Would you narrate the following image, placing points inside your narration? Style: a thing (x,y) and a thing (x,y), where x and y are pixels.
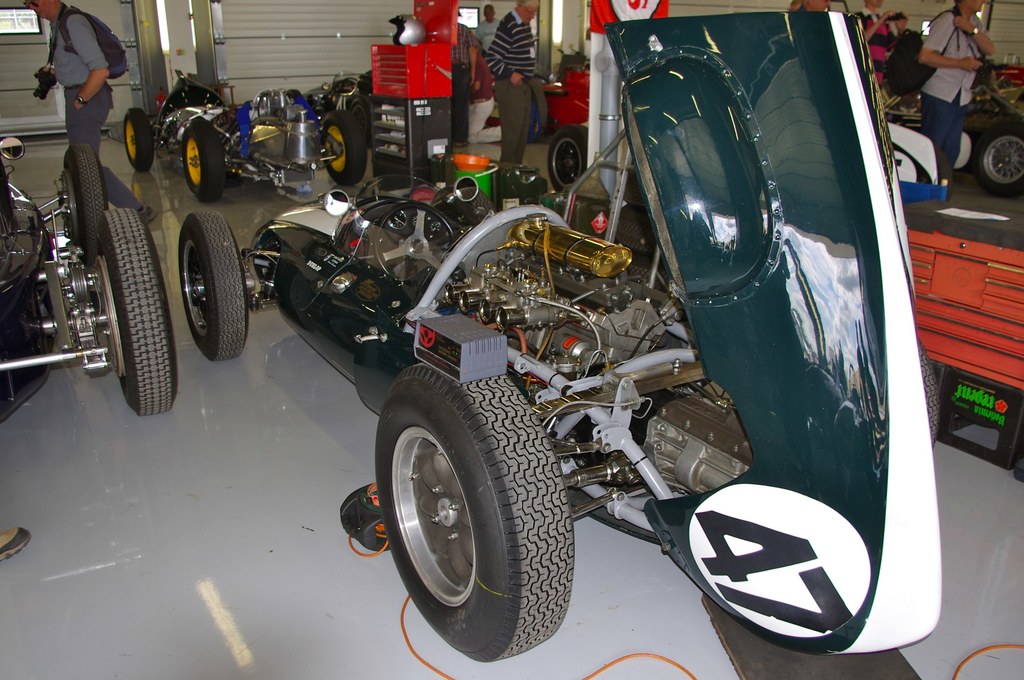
In this image I can see few vehicles (718,379) and I can see few people (525,42) standing. In front the person (90,63) is wearing gray color shirt (68,62) and holding the camera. In the background (205,28) I see few objects (438,91).
